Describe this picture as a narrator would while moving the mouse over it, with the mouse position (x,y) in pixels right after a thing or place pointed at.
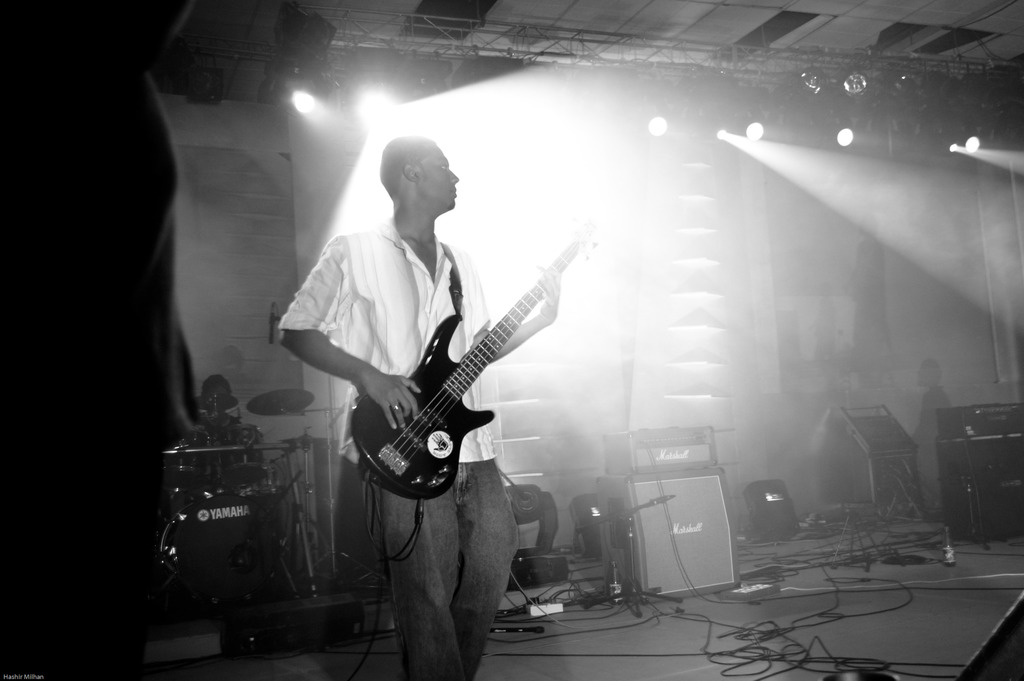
In the picture we can see a man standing and holding a guitar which is black in color, and a man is wearing a white shirt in the background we can see an orchestra systems (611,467), sound boxes (624,466) and lights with smoke (582,456), the lights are fixed to the stand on the ceiling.
